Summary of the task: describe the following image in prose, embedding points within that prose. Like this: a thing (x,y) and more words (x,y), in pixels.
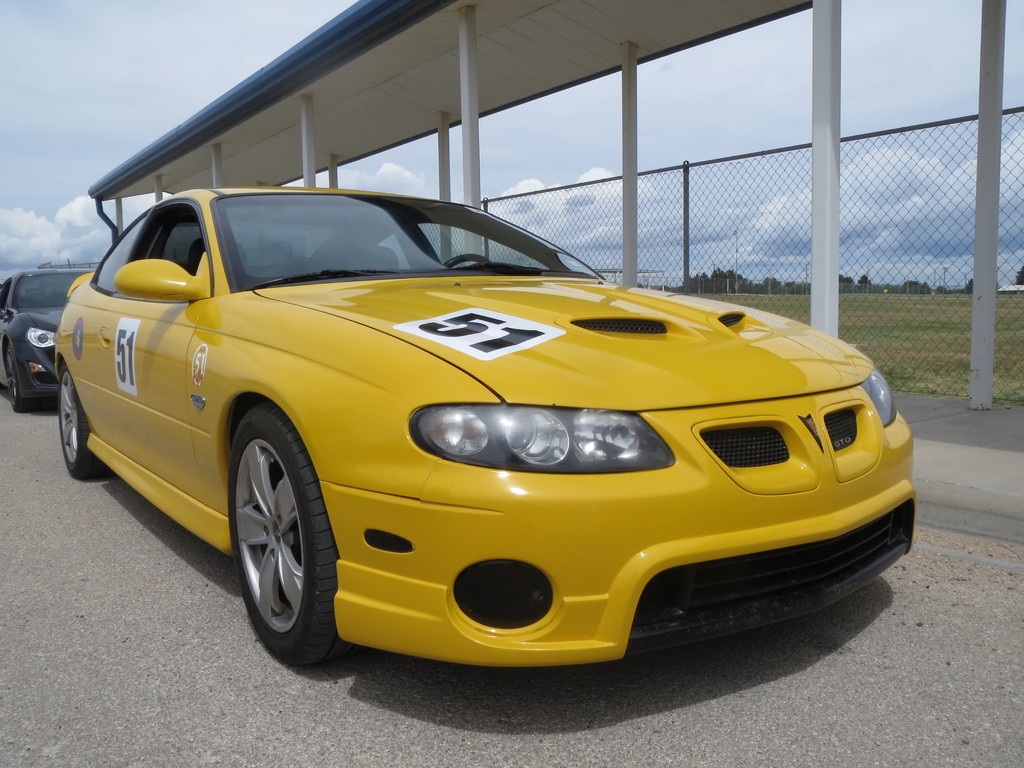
In this image we can see two vehicles (151,369) on the road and there is a shed (364,119), also we can see some poles (636,194), trees (696,276), ground (882,299) and the fence (846,201), in the background (878,187) we can see the sky (882,189) with clouds (87,89).
